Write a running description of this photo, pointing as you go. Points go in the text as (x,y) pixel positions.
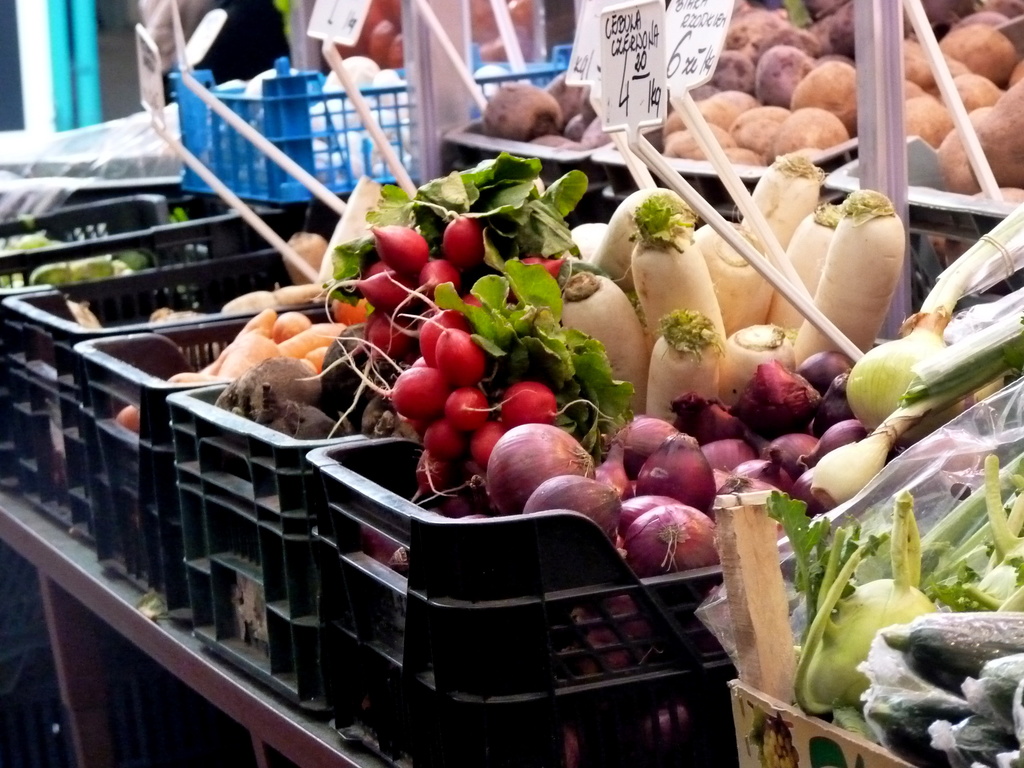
In the foreground (470,607), I can see different types of vegetables (636,329) are kept in plastic boxes (195,353) on a table (364,750) and I can see boards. In the background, I can see a glass window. This picture might be taken in a day.
